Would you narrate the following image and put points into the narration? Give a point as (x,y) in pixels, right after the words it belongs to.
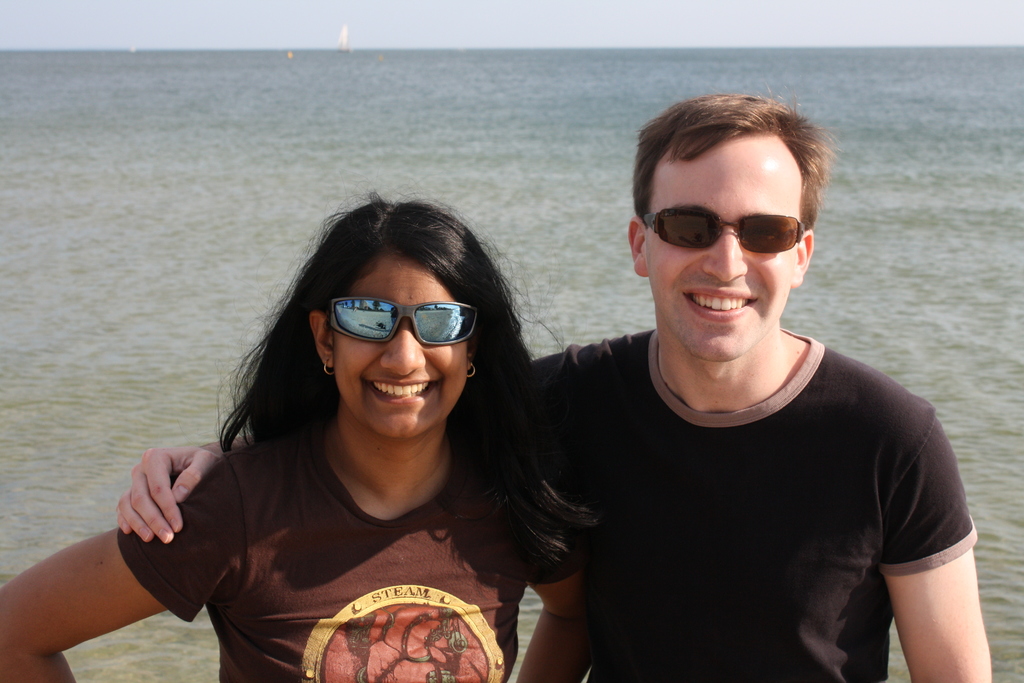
Here we can see two people (473,511). These two people (483,479) are smiling and wore goggles (673,246). Background (387,100) there is a water (273,135) and sky (492,19).
